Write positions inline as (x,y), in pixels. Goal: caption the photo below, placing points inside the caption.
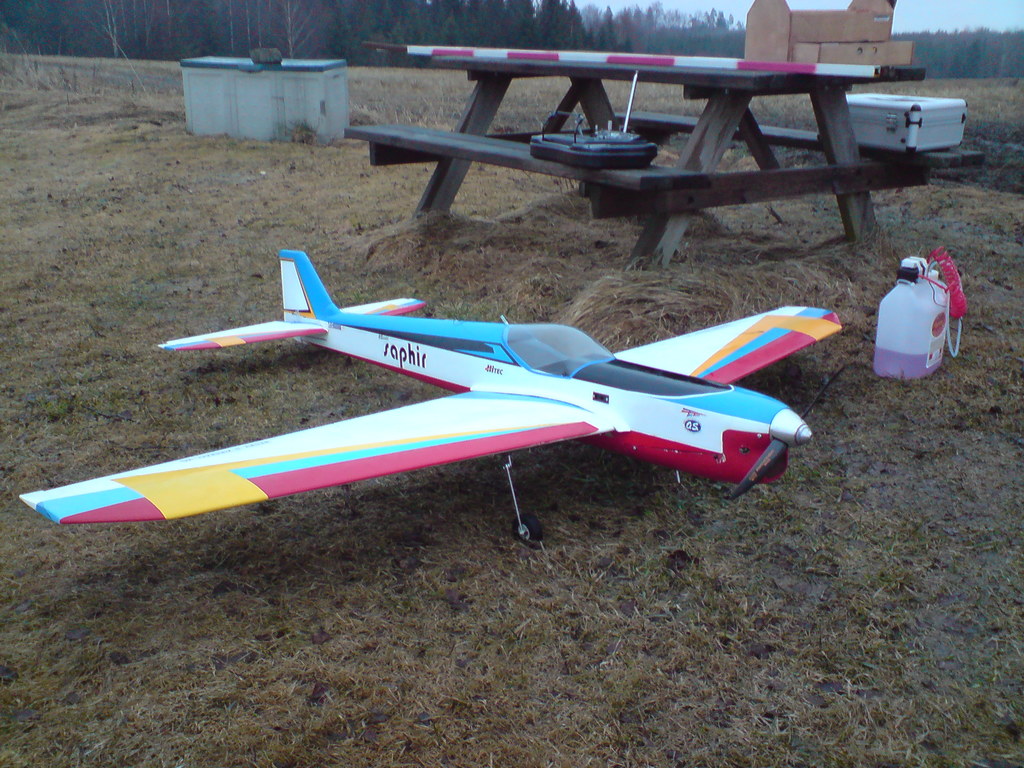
In this image there is a toy of an airplane (444,440). There is a can (921,275). There is a wooden table (640,168). On top of it there are some objects (618,168). Behind the table (410,131) there is a box (256,89). On top of it there is some object (261,60). In the background of the image (264,37) there are trees (610,27) and sky (916,13).
